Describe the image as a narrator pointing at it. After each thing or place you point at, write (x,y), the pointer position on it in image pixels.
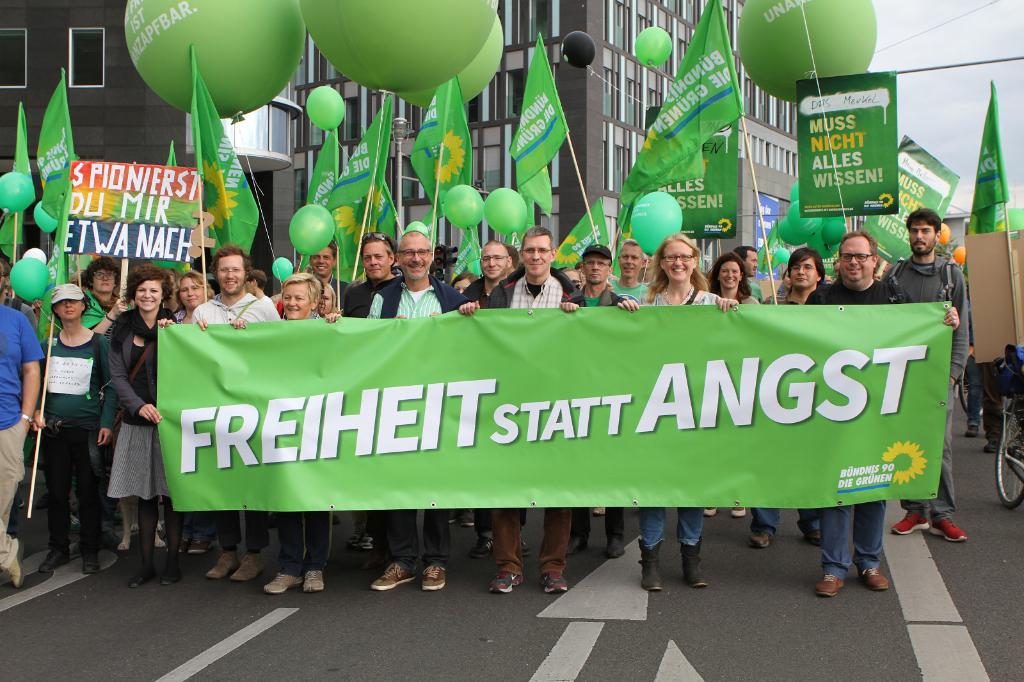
In this image I can see group of people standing and holding a banner (215,396) which is in green color, background (230,75) I can see few people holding balloons (212,75) and they are in green color. Background (945,100) I can see a building (365,90) in gray color and the sky (940,87) is in white color.
